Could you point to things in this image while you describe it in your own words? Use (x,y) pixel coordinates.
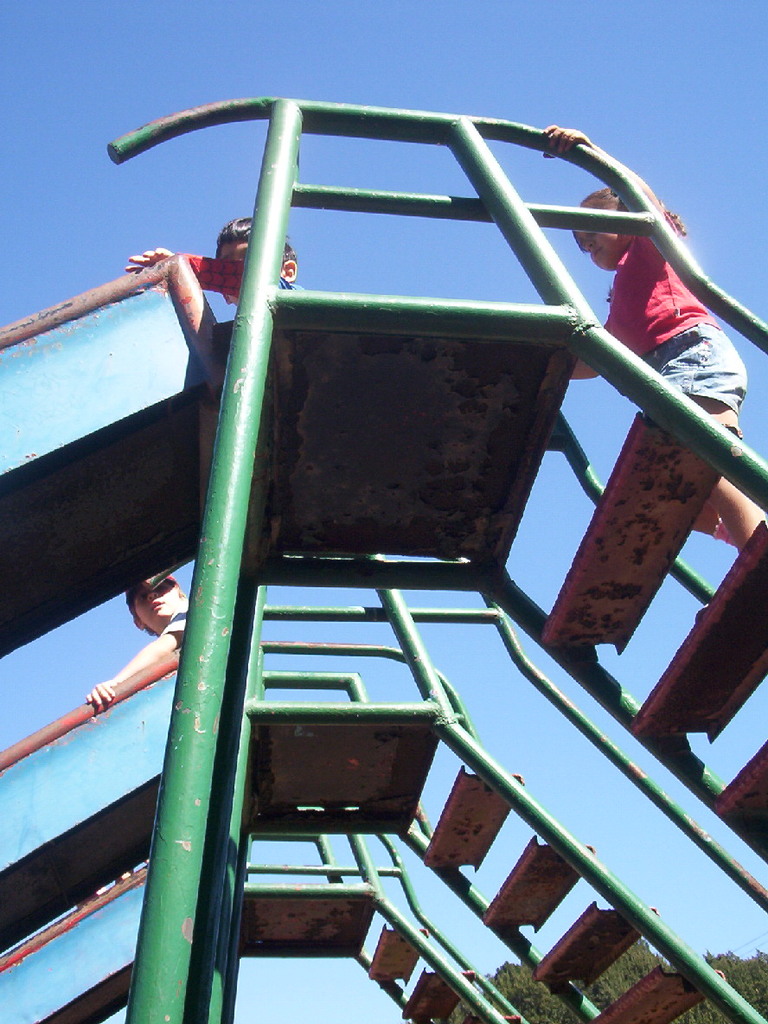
In the foreground of this image (464,976), there are three slides (402,440) on which there are kids (622,328) standing and sitting. In the background (516,974), there are trees (536,987) and the sky (545,741).
